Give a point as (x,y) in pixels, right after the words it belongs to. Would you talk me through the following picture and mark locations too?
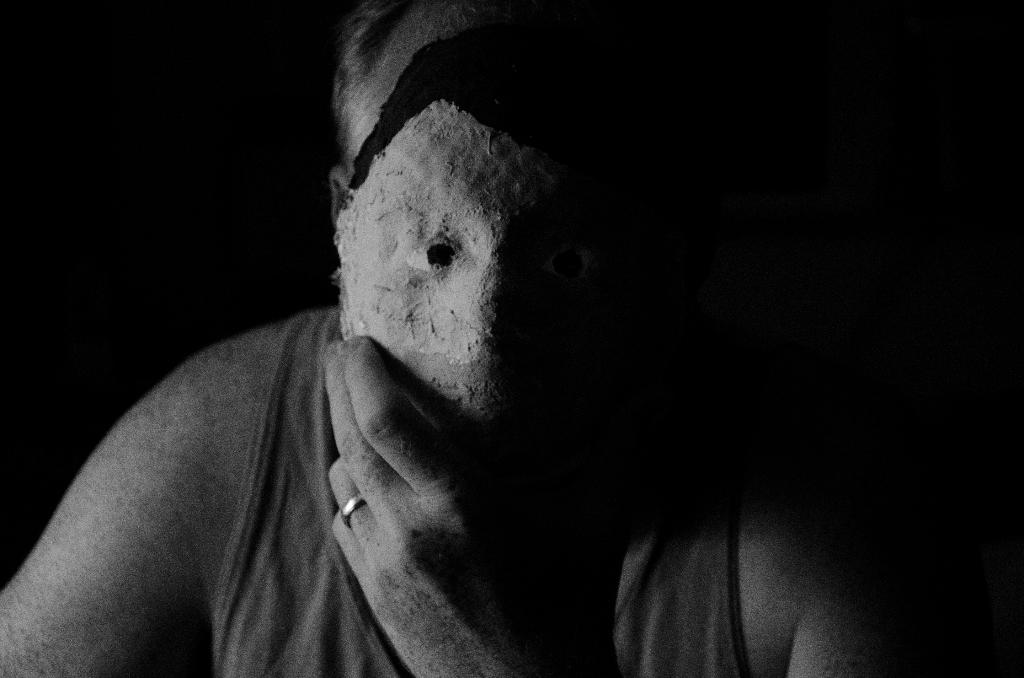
In this picture there is a person (469,527) holding a mask (438,383) in his hand (379,450) and placed it in front of his face (445,411).
